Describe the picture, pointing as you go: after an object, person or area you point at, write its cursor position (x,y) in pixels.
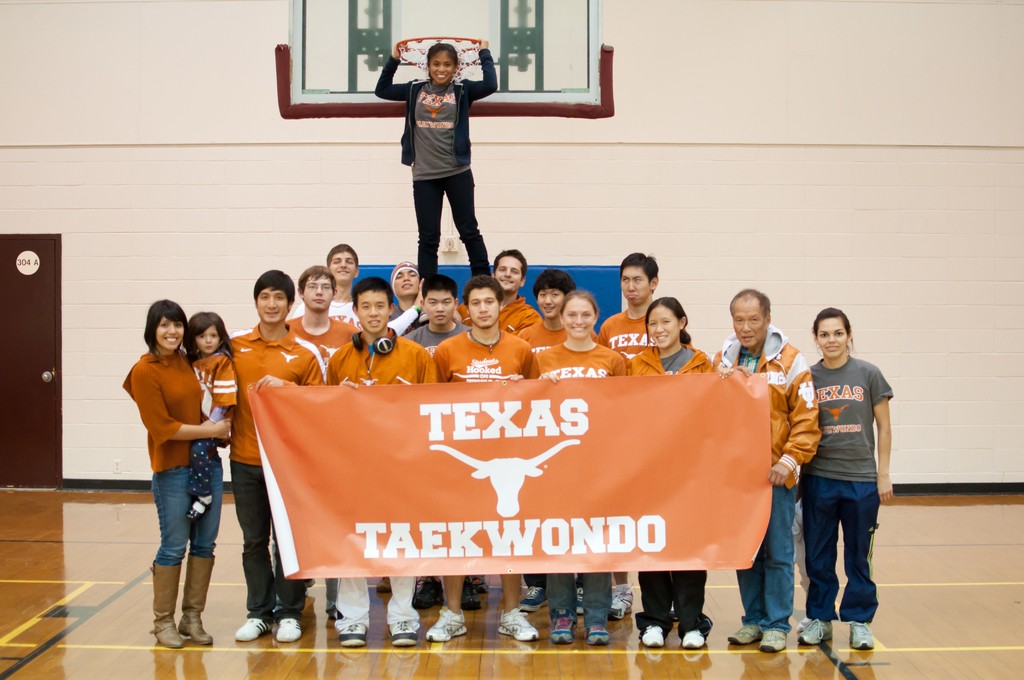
The picture is from a basketball court (985,603). In the center of the picture (545,325) there are people (436,334) standing. In the foreground (403,436) there is a banner (532,450). At the top (314,113) there is a basketball basket (422,61). On the left (22,305) there is a door (33,351). In the background (61,140) it is wall (762,190) painted white.
